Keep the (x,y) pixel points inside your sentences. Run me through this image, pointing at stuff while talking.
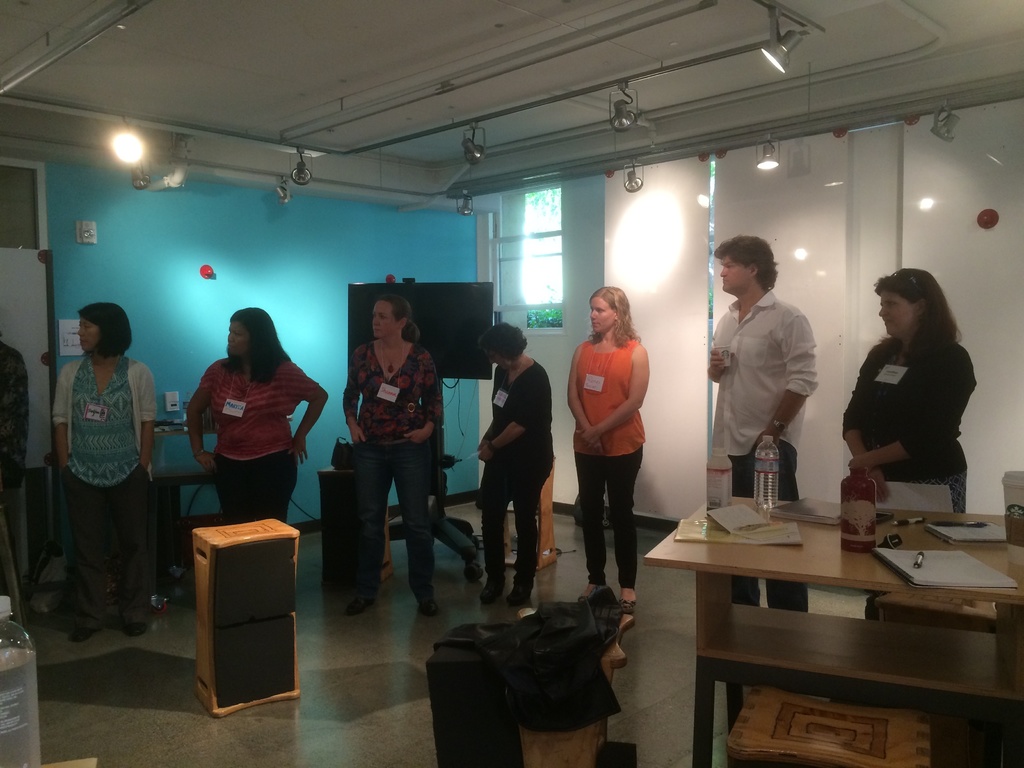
In this picture there is a woman (603,358) who is wearing orange t-shirt (610,386) and she is standing near to the woman (545,425) who is wearing black dress (544,422). Beside her there is another woman (370,420) who is standing near to the television screen (441,375). On the left (131,434) there are two persons (140,446) were standing near to the table (201,478). On the right (752,478) we can see a man (810,372) who is wearing white shirt (789,340). He is holding a cup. Beside him there is a woman (950,395) who is wearing black dress (923,415). Beside her we can see water bottle (764,475), paper (929,568), book (945,533), pens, red bottle (870,498) and other objects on the table (863,584). At the bottom (481,651) we can see the speakers (245,707). In the background (676,282) we can see the window (711,277) and doors (685,250). At the top (614,96) we can see the lights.
